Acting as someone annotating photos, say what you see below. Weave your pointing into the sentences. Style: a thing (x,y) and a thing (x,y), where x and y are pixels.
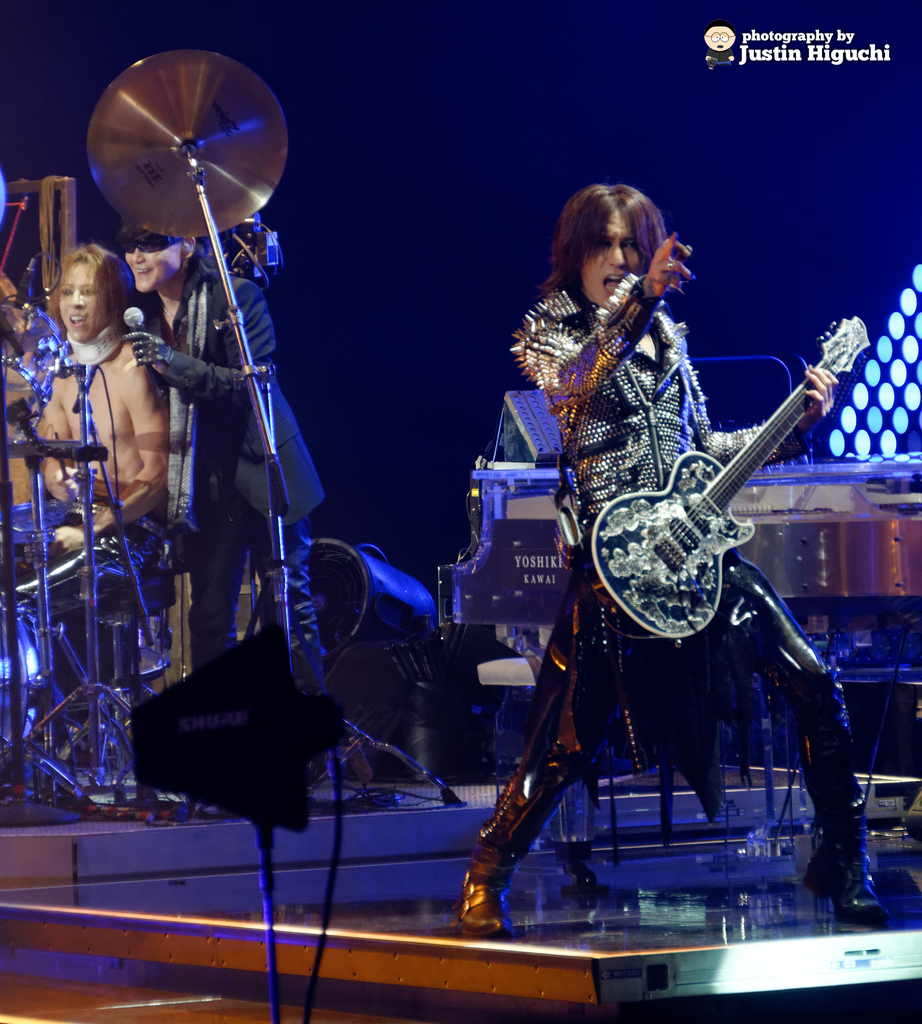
In this picture there is a man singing and dancing. He is holding a guitar (683,527) in his hand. To the left corner of the image (136,445) there are two people (139,406) singing. On the floor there are cymbals (167,179), keyboards (542,469), drums (31,668), microphones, cables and speakers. There is text (786,52) to the top right corner of the image (764,59).
